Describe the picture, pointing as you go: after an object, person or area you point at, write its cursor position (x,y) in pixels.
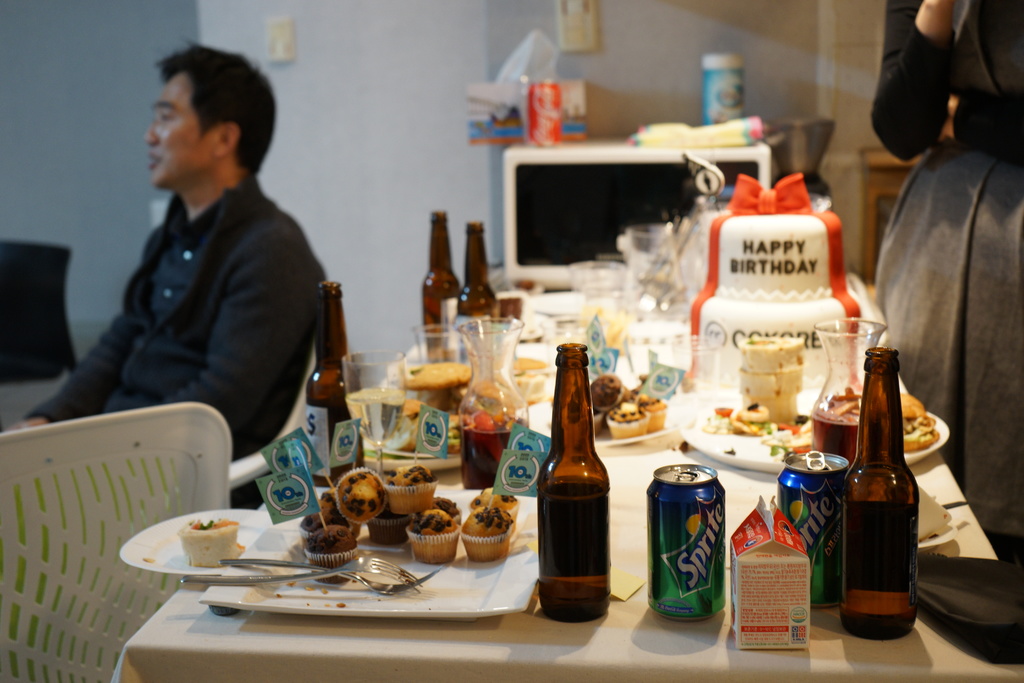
This image is taken inside a room (721,241). There are two persons (949,198) in this image a woman (972,178) and a man (251,297) sitting on the chair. In the middle of the image (569,406) there is a table (981,663) with table cloth (584,644), beer bottle (570,577), sprite tin (680,494), cake (765,282), muffins (424,537), cupcakes (374,530), spoons (308,567), forks (282,577), trays (508,586), plates (269,587), jar (505,399) and many things (612,362) on it. In the background (298,108) there is a wall (469,145) with switch board (281,53) and an oven (576,192). In the left side of the image (212,438) there is an empty chair (54,525).
